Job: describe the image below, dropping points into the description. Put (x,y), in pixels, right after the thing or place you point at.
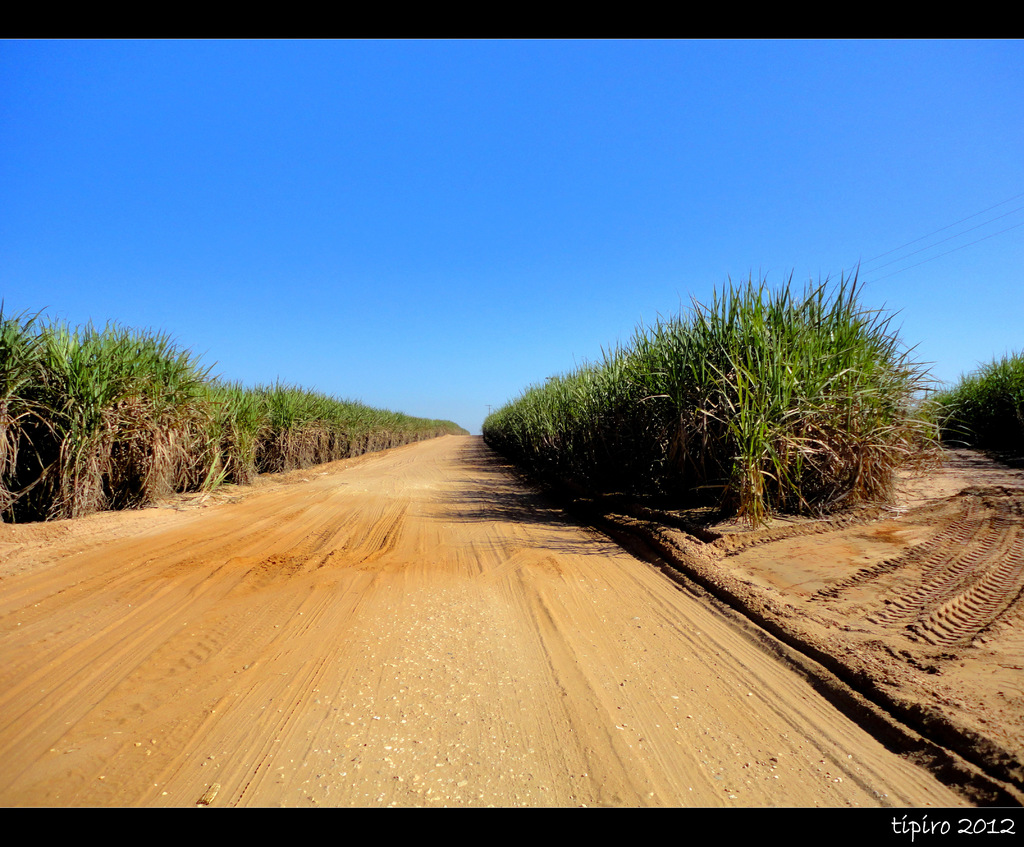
At the bottom of the picture (421,609), we see the road (347,647) or the sand (824,655). On either side of the picture, we see the field crops (688,440). In the background (403,295), we see the sky (457,209), which is blue in color. It might be an edited image.
